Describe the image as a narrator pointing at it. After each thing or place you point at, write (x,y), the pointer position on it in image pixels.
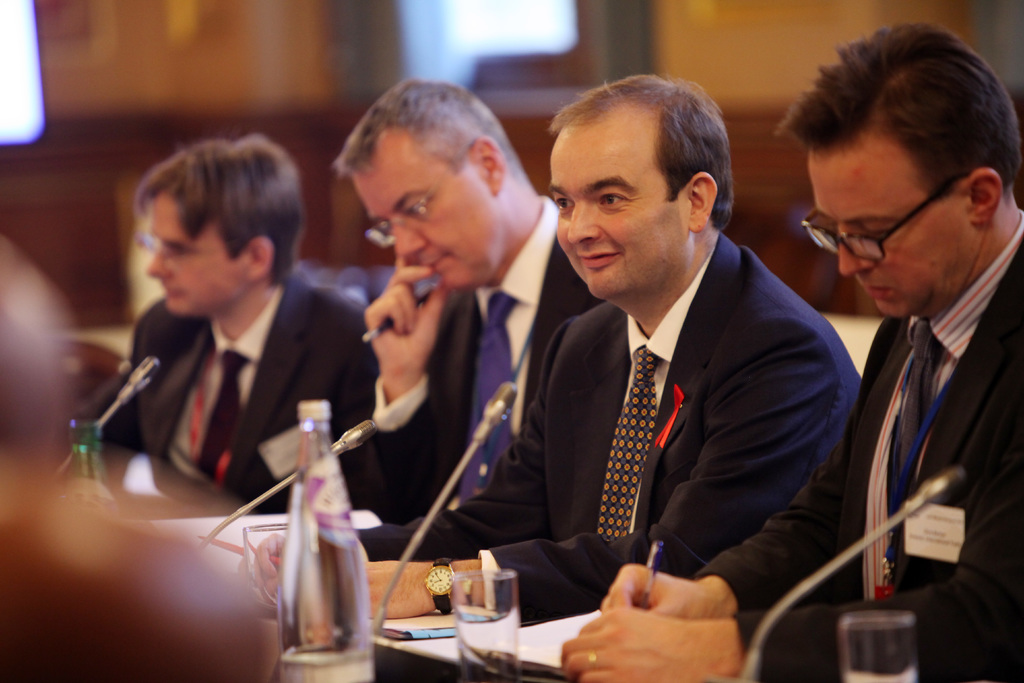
Here I can see four men (700,407) are wearing black color suits (294,396) and sitting and in front of the table (389,659). On the table (390,650) I can see two bottles (334,520), glasses (514,644), some papers (567,624) and microphones (482,434) are attached to it. In the background (214,63) there is a wall (284,84).
